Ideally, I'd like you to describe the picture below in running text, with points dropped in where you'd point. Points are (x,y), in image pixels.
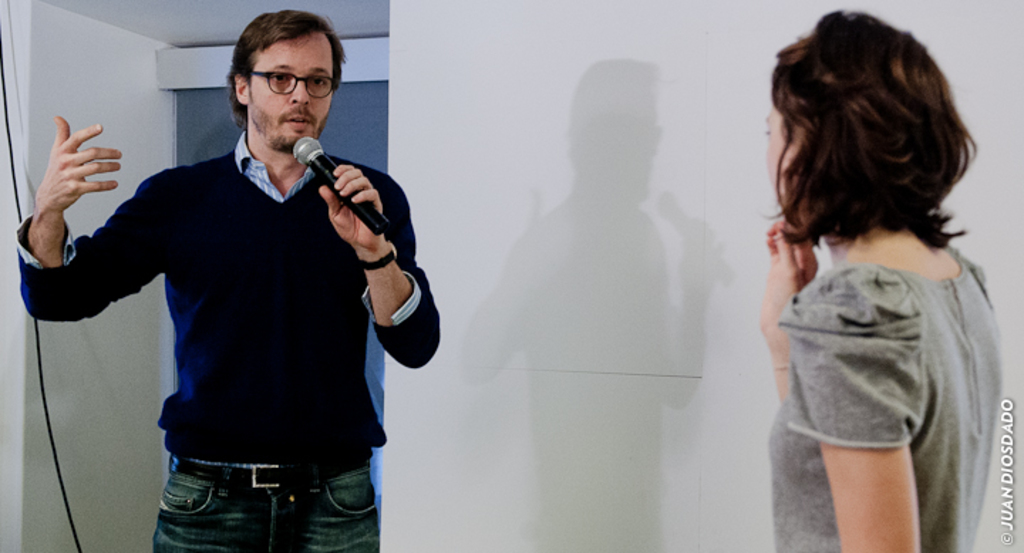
The person (259,301) wearing blue dress (275,317) is standing and speaking in front of a mic (335,181) and there is also other woman (891,330) standing in the right corner (896,358) and the background (92,81) is white in color.
